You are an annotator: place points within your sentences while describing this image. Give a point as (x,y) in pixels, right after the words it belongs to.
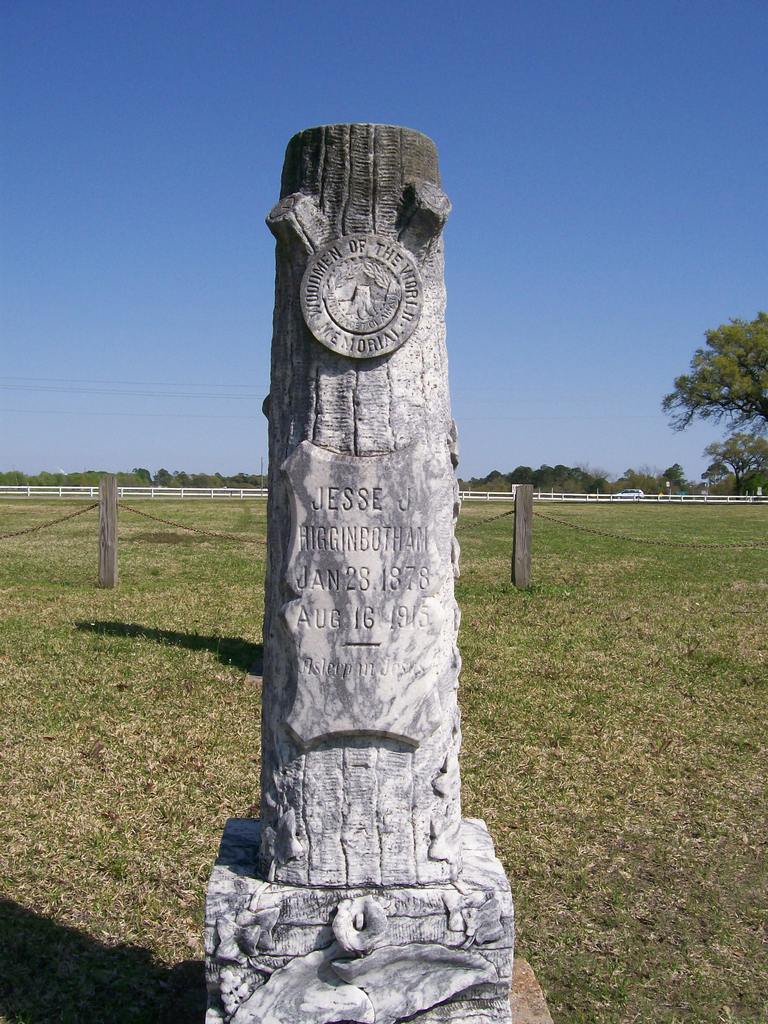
In front of the picture, we see a memorial (394,749). Behind that, we see the wooden barrier poles (102,523). At the bottom (690,891), we see the grass (645,506). In the background (658,501), we see a railing (185,489) in white color. There are trees (656,489) in the background (680,417). At the top (576,183), we see the sky (509,173), which is blue in color.
